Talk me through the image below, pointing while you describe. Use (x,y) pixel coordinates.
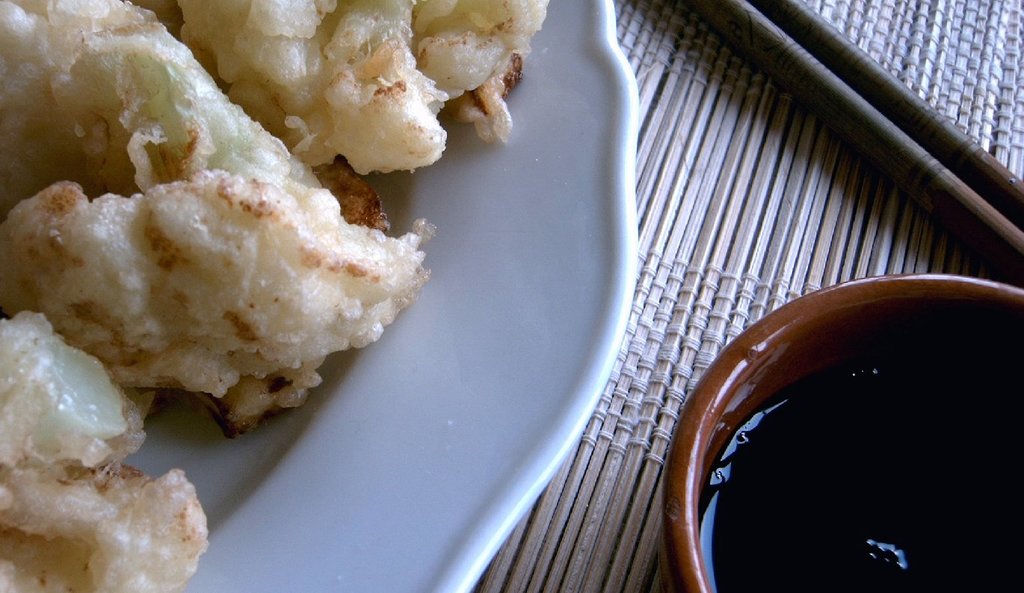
Food (62,538) is highlighted in this picture. Food (113,209) is presented in a plate (497,248). Beside this plate (495,377) there is a bowl (775,453) with liquid (852,455). These are chopsticks (895,162).
